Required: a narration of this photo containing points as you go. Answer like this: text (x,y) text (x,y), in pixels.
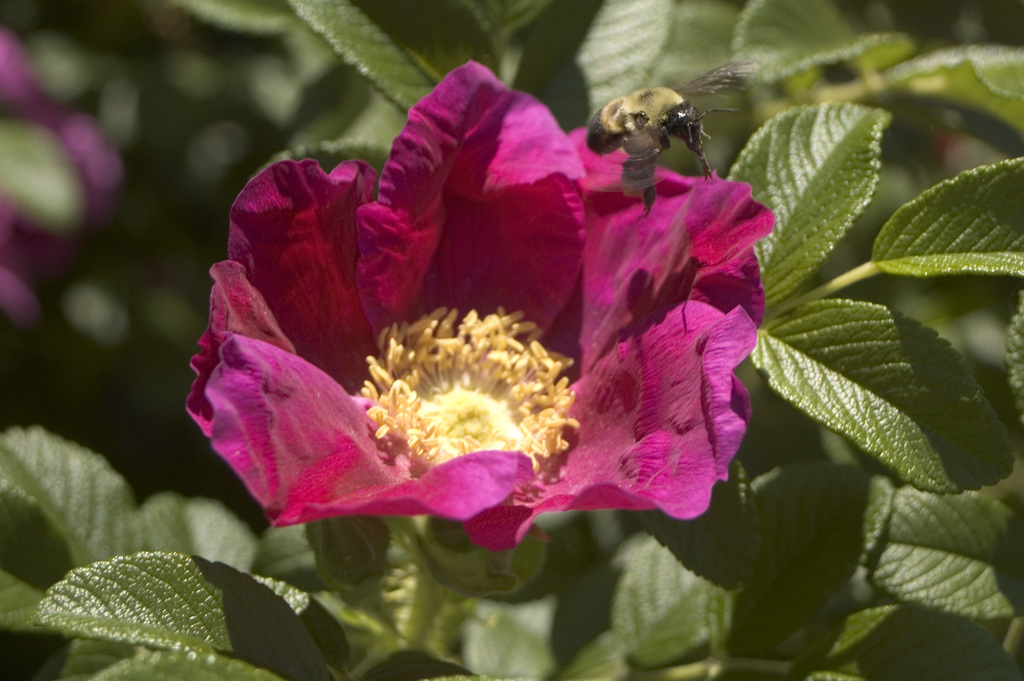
In this image I can see an insect (638,170) which is cream and black in color is flying in the air (682,153) and a flower (518,216) which is cream, pink and yellow in color to a tree (751,148) which is green in color. I can see the blurry background (190,94) which is green, pink and cream in color.
